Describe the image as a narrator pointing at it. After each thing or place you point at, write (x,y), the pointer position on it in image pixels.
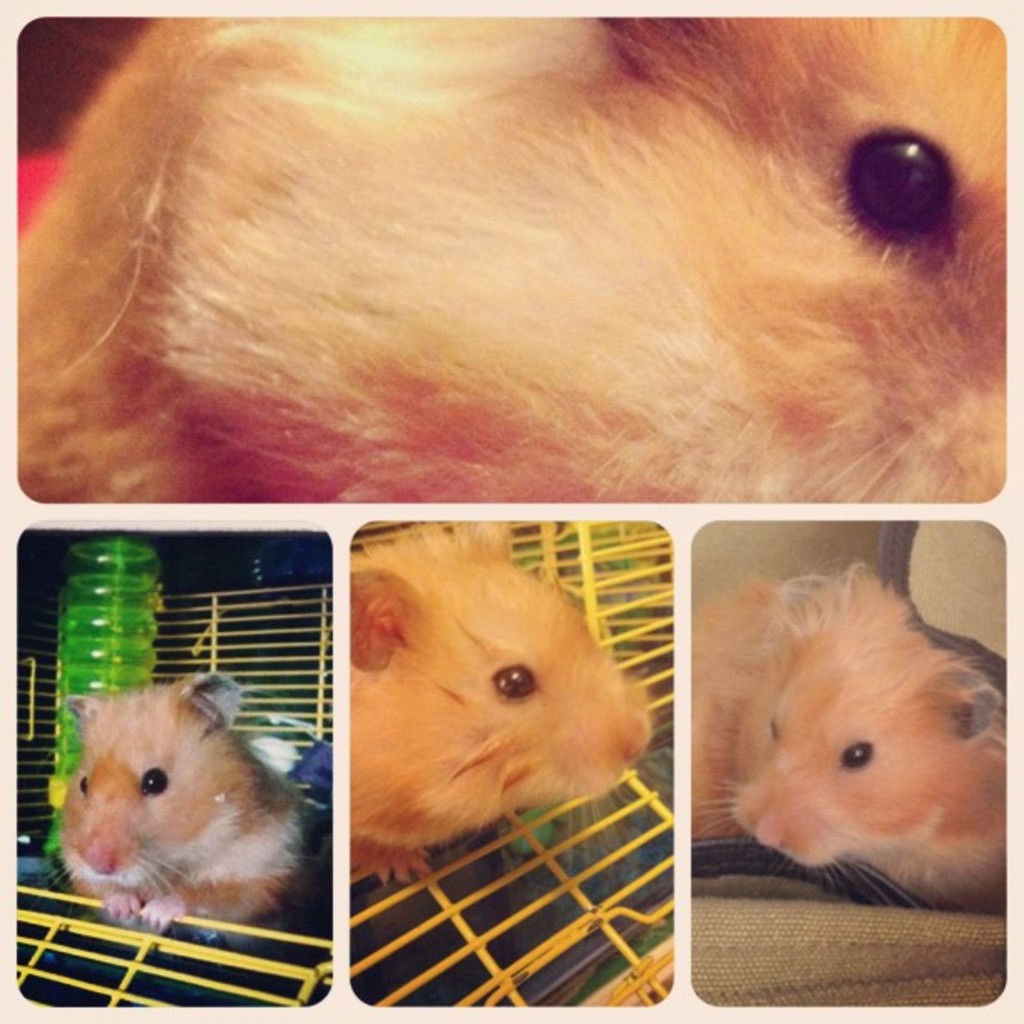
This is a collage image, in this image there are four pictures, in that pictures there is a hamster (741,832).
